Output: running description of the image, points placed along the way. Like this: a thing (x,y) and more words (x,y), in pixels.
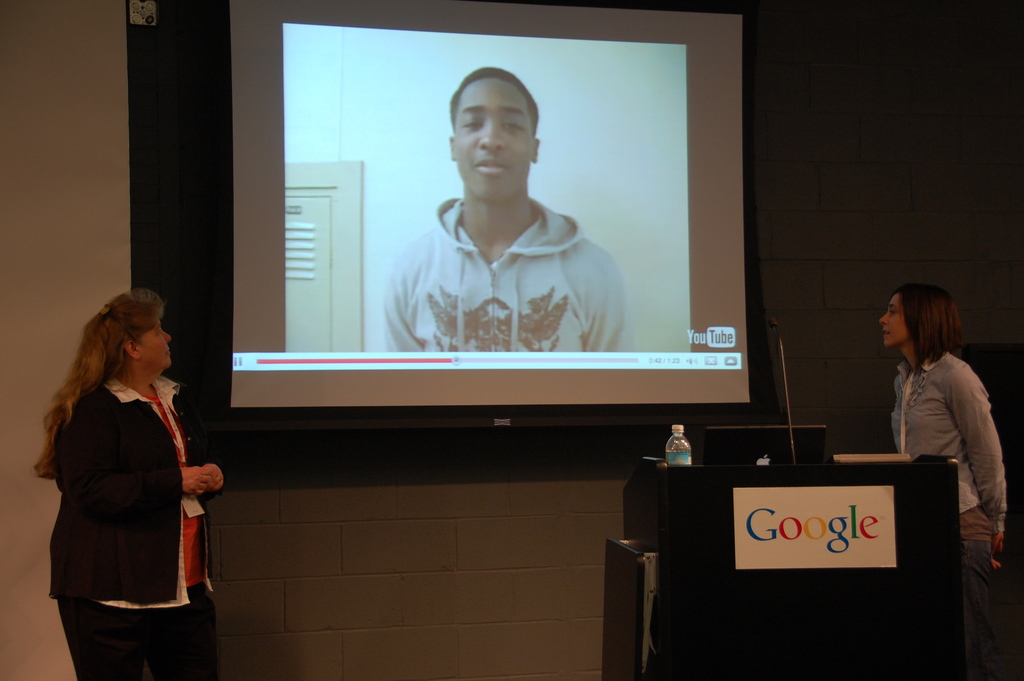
In this image there are two women (62,537) standing on the stage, behind them there is a screen (521,303) on the wall (796,311), in front of them on the dais (700,533) there is a nameplate (774,515), mic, a bottle of water (678,462) and some papers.
